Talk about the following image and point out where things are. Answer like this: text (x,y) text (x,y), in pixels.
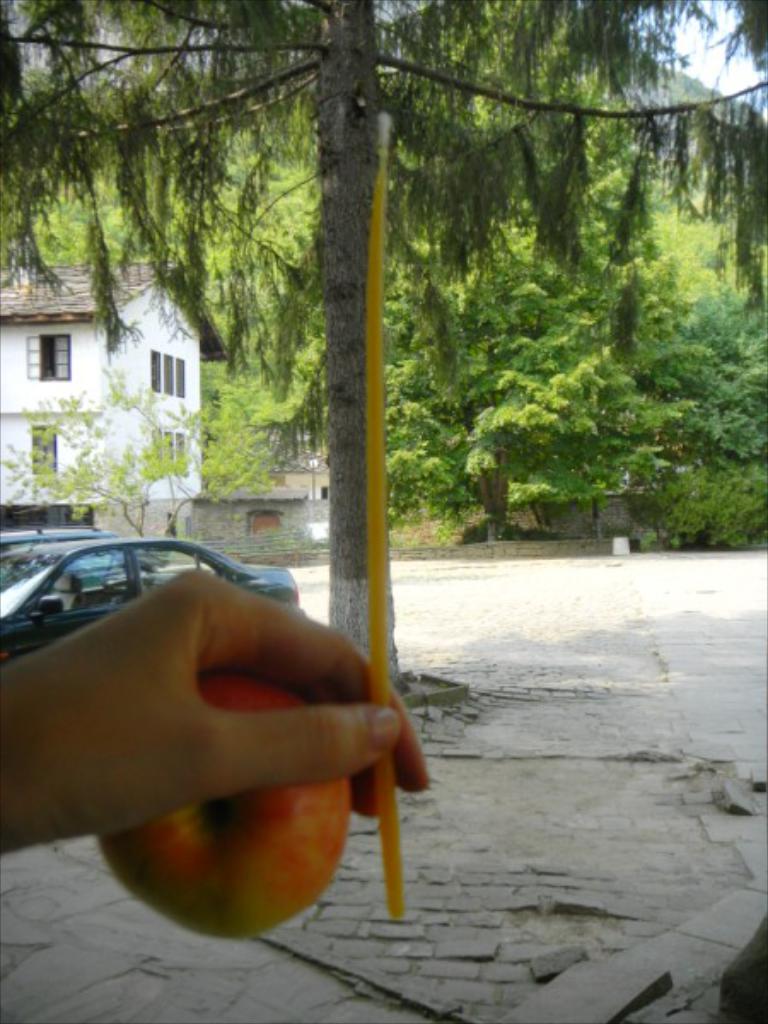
As we can see in the image there is a building (128,368), trees (462,364), cars (176,546) and human hand (121,736) holding an apple (248,860).
